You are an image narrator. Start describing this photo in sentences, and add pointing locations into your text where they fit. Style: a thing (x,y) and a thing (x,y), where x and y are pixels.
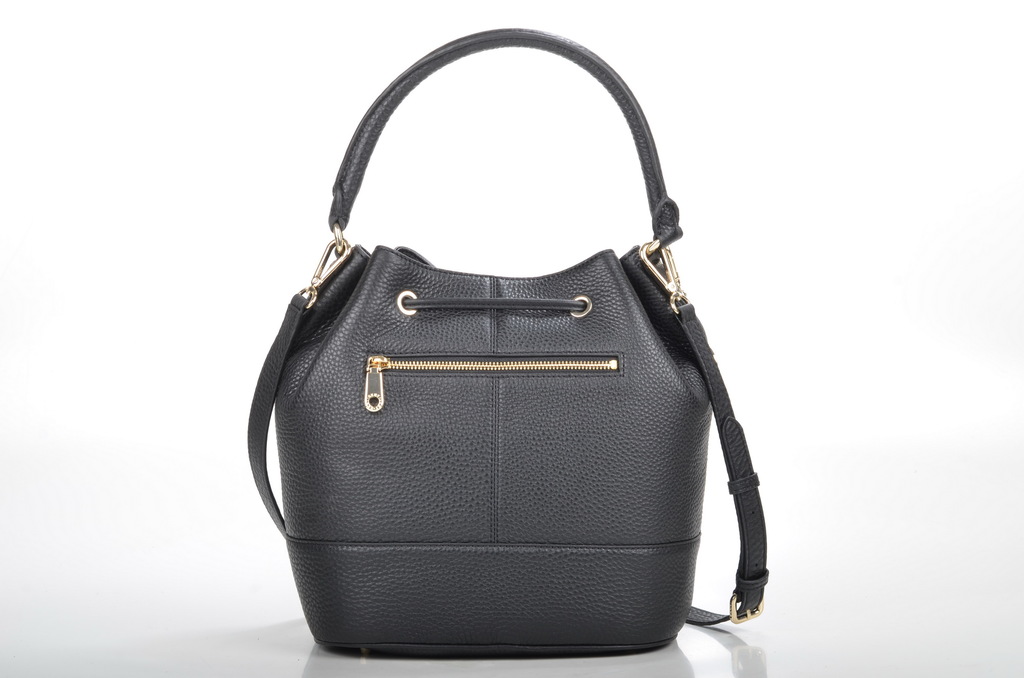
In this image i can see a bag (481,388) with zip (391,367) and a belt (741,426) attached to it.
